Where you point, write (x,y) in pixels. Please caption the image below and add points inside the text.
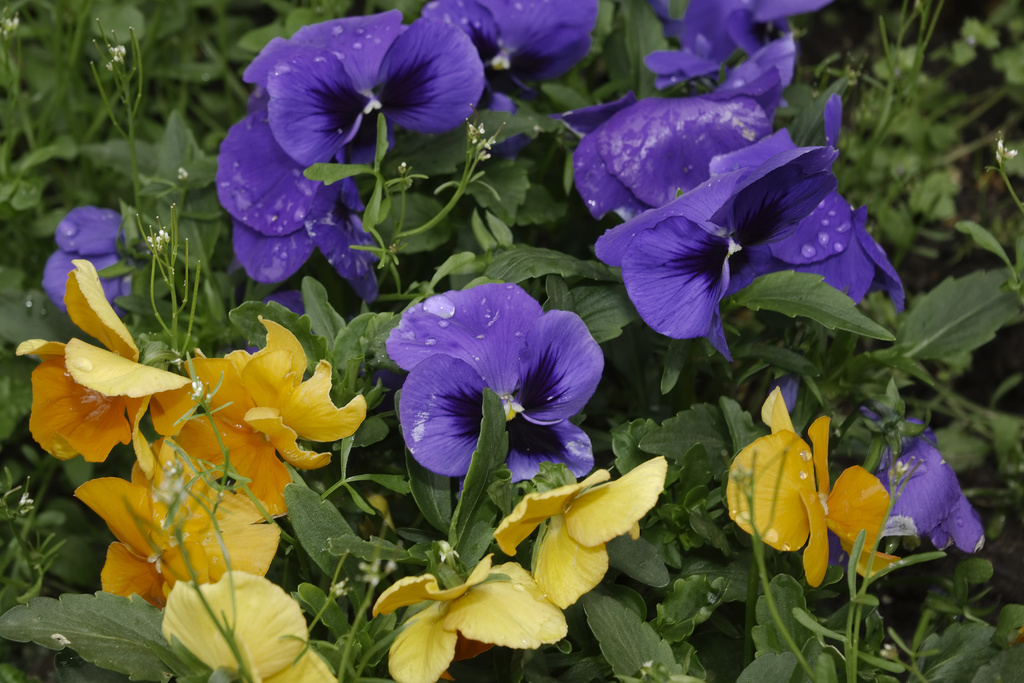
There are flowers (531,329) in this image with the leaves (181,182) in the background (917,171). The flowers (340,414) are yellow in colour and purple in colour.
